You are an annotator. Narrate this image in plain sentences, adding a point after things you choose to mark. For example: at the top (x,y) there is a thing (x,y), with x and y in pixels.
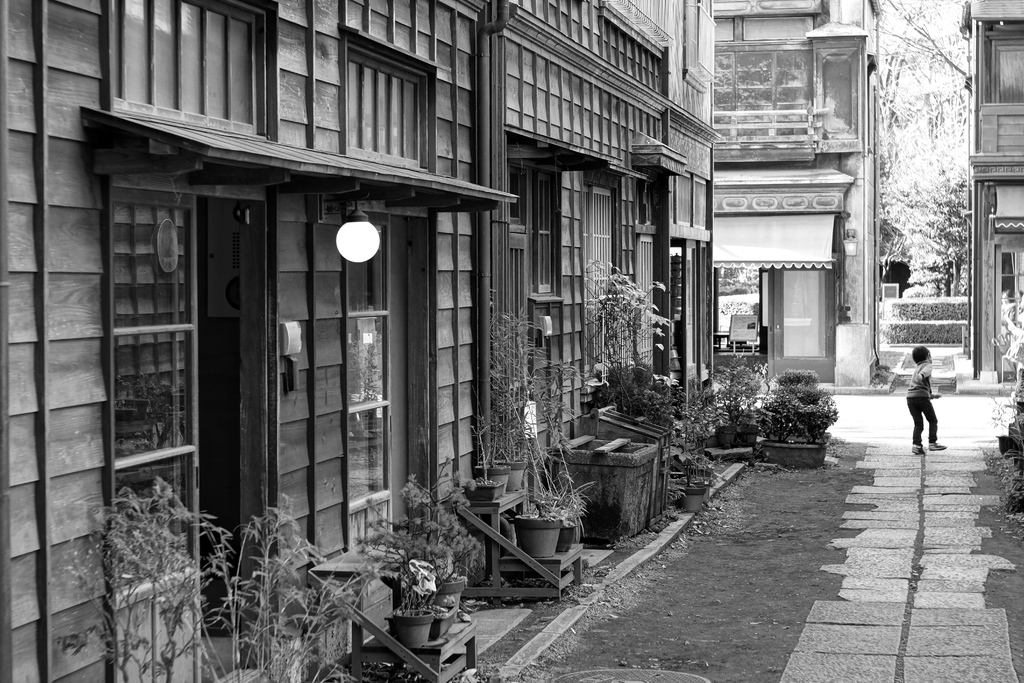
In this image there a building (269,334) with lights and plant pots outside and there is a boy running on the road (863,411) where we can see there are some other buildings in front of road (585,658).
